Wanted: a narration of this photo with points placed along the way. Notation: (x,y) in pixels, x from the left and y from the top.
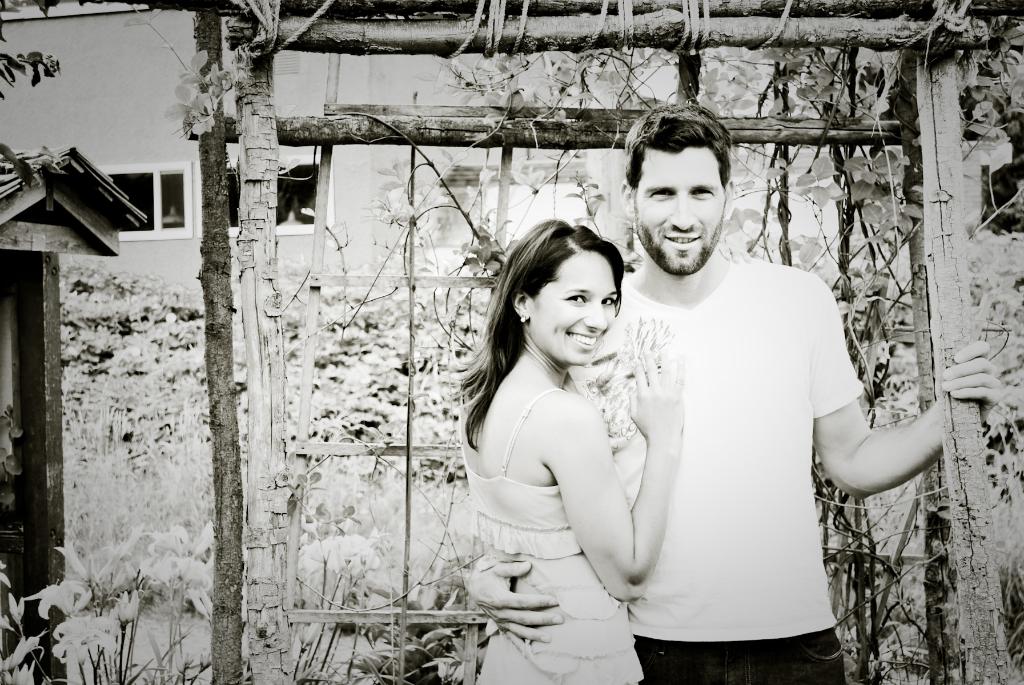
In this image, we can see a man (729,370) and a lady (571,407) smiling and in the background (666,103), there is a wood (817,118), trees (199,404) and buildings (166,111).
